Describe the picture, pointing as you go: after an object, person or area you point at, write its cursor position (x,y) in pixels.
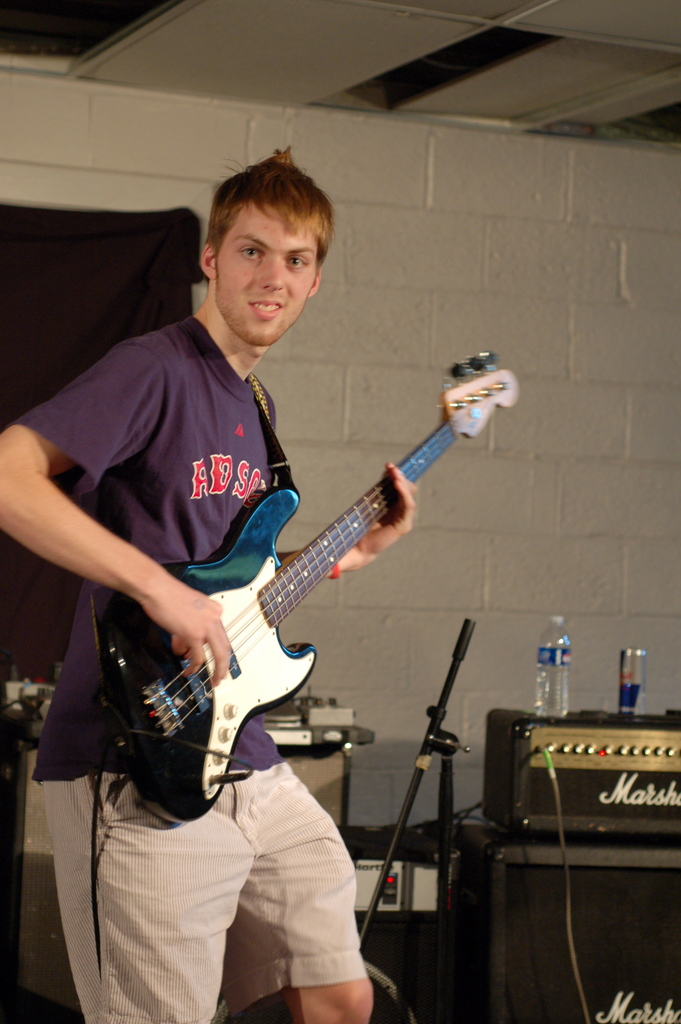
In this image I see a man (208,858) who is holding a guitar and in the background (42,845) I see the wall (422,638), and equipment (383,974), a bottle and a can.
